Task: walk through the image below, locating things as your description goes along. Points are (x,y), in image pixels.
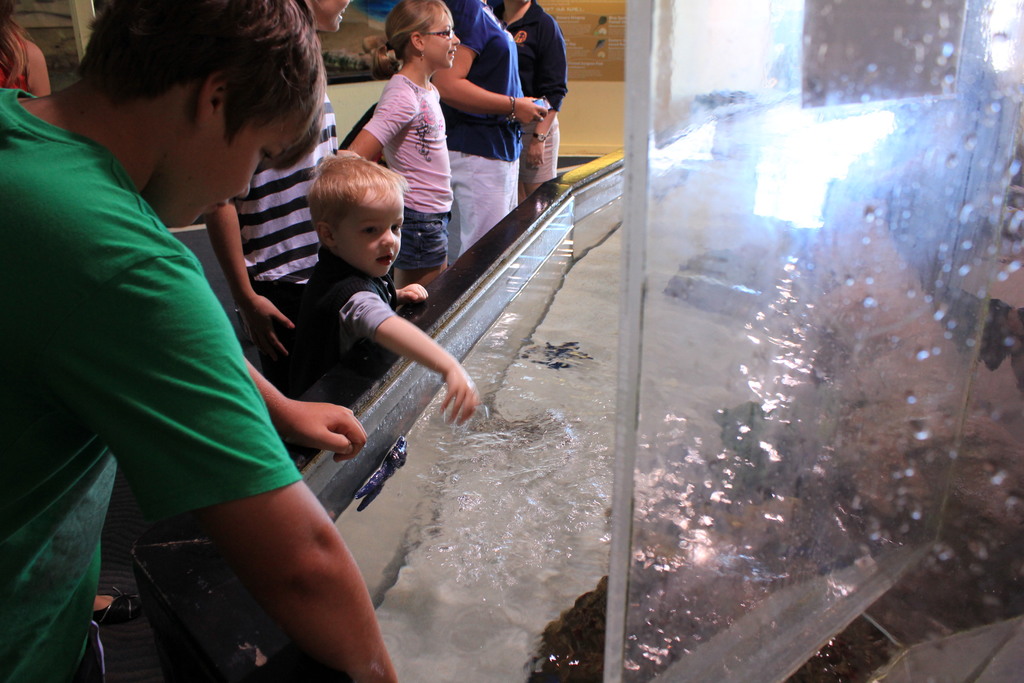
Here we can see few persons (211,529). This is water (560,508) and there is a glass (793,434). In the background (572,85) we can see a wall (584,90) and posters (349,47).
